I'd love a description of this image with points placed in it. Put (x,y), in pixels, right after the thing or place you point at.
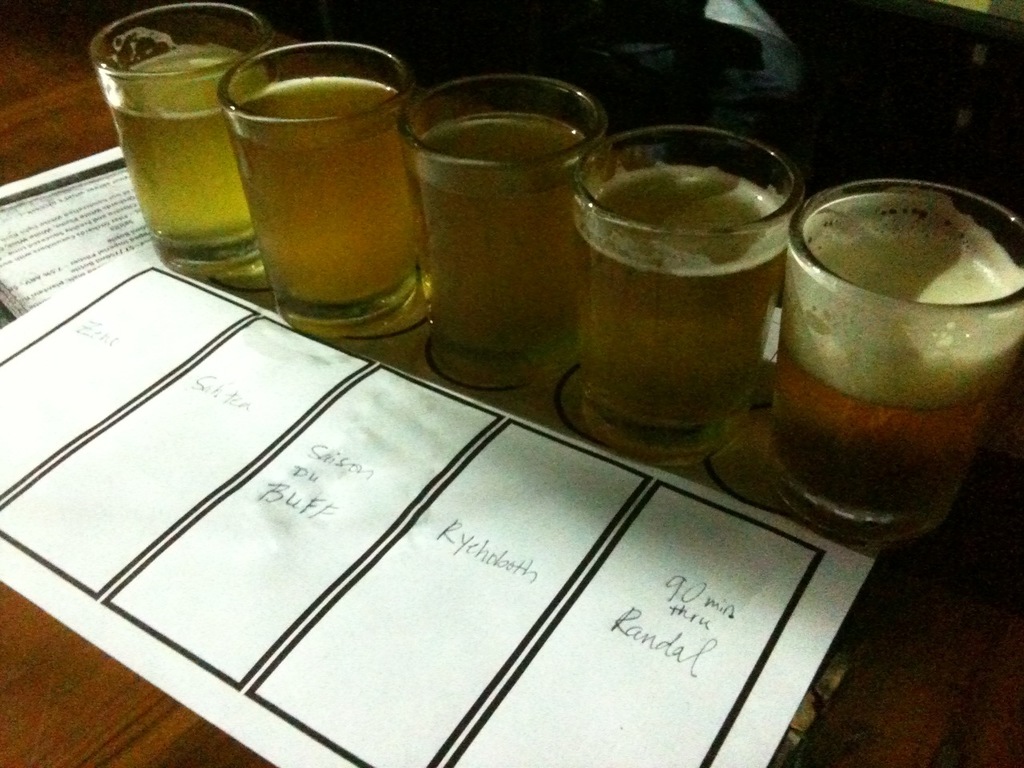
In this image, we can see few glasses (420,231) with liquid (959,331) is placed on the paper (294,546). These papers (221,429) are placed on the wooden surface (74,710). Top of the image (657,72), we can see some objects (671,66).
